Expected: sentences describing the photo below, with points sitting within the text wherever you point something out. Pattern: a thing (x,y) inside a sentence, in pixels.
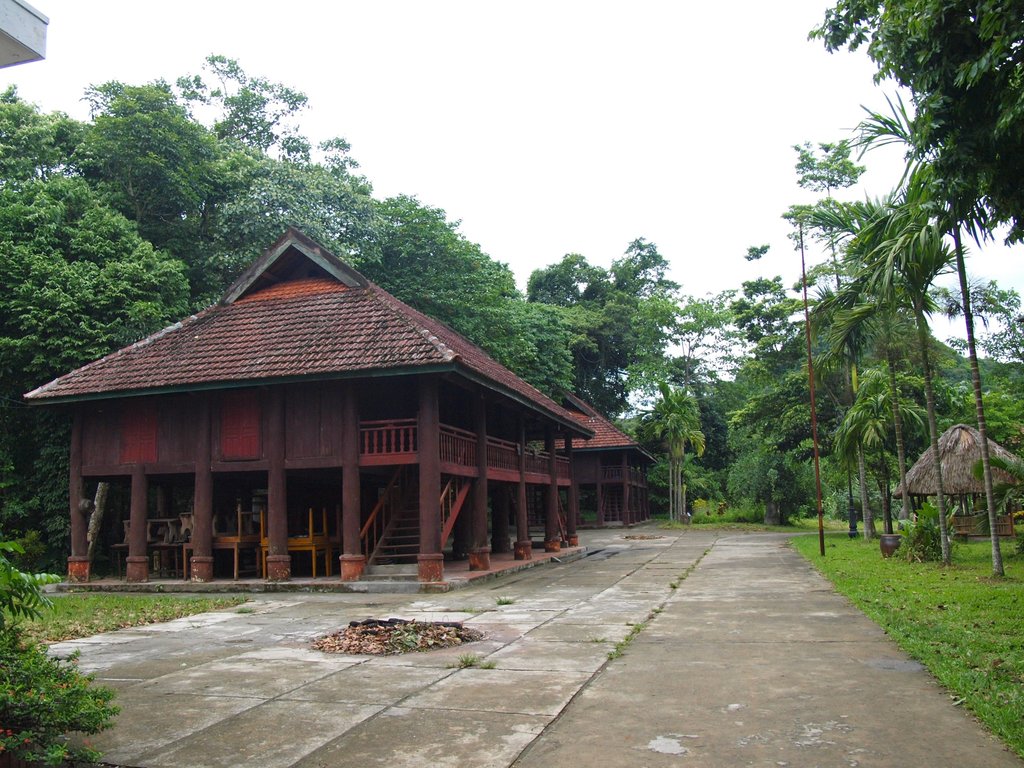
On the left side of the image (202,404) we can see the houses (552,479), stairs (405,527), railing (380,504), roofs (591,415), chairs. On the right side of the image (921,486) we can see a hut (932,480), pot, pole (817,465). In the background of the image (822,445) we can see the trees (860,379), grass (973,543). At the bottom of the image (603,689) we can see the floor (641,696). At the top of the image (663,98) we can see the sky (580,156).
